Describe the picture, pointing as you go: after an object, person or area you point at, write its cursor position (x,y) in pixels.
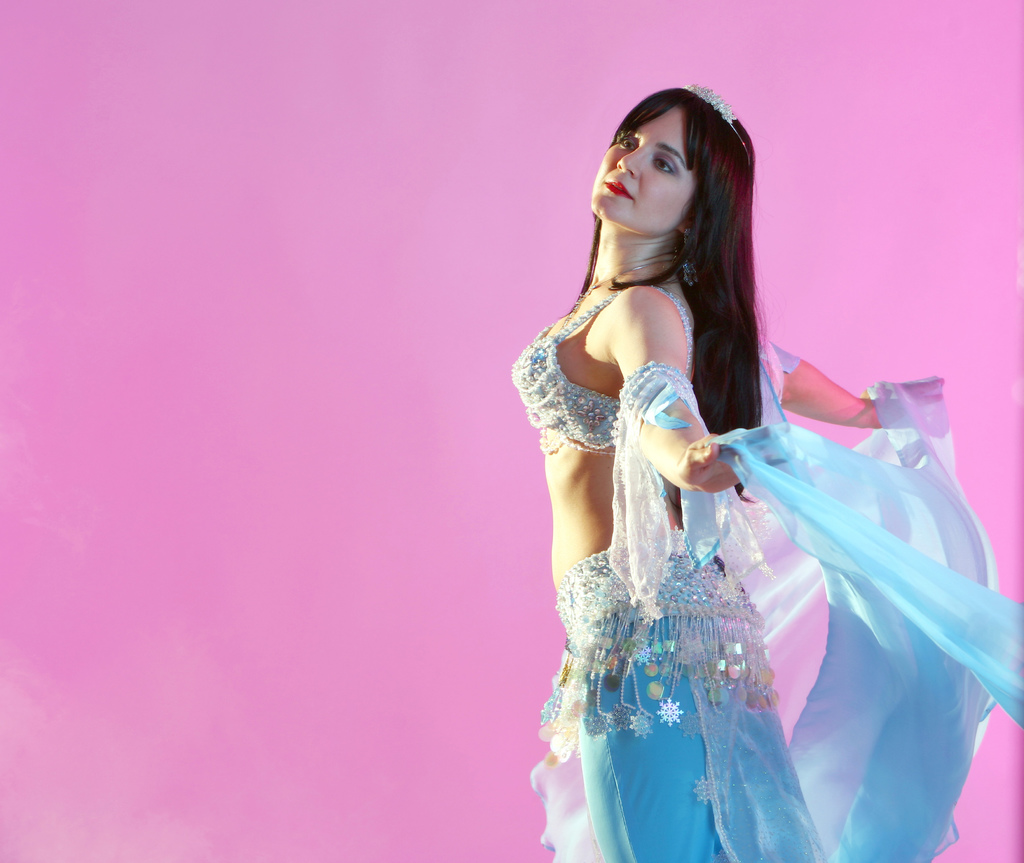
In this picture there is a woman (548,428) with blue dress (663,482) is standing. At the back (328,503) there is a pink background (215,416).
